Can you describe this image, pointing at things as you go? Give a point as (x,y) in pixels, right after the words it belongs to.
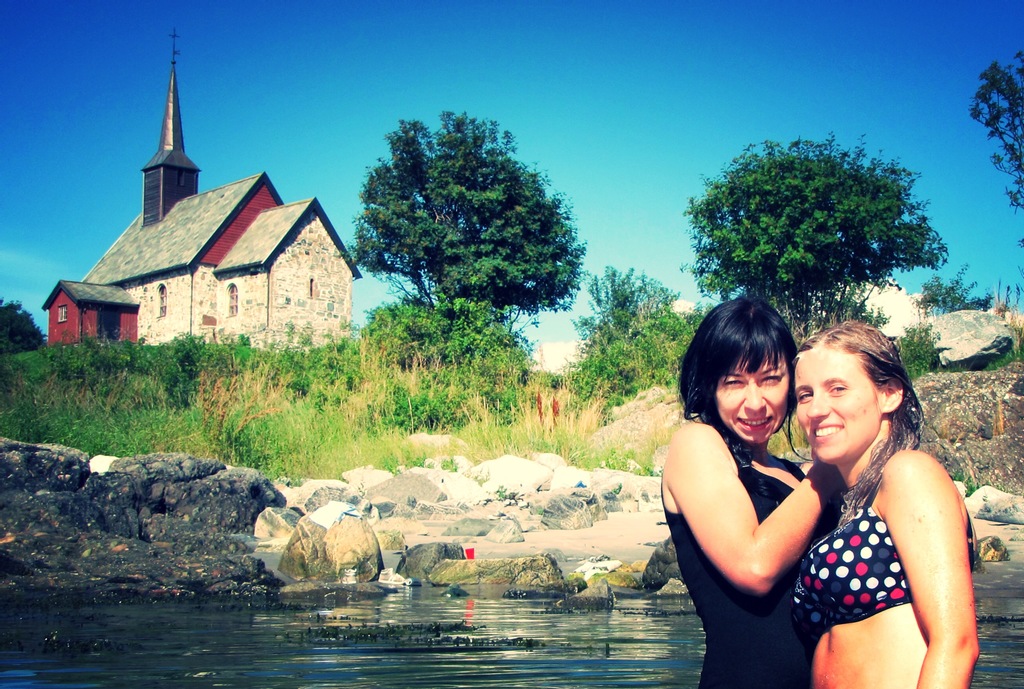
In this image we can see two ladies (815,459) smiling. In the back (384,634) there is water (400,634). Also there are rocks (334,507). In the background (277,386) there are plants (477,354) and trees (883,208). And there is a building (153,280) with windows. And there is sky (522,81).
